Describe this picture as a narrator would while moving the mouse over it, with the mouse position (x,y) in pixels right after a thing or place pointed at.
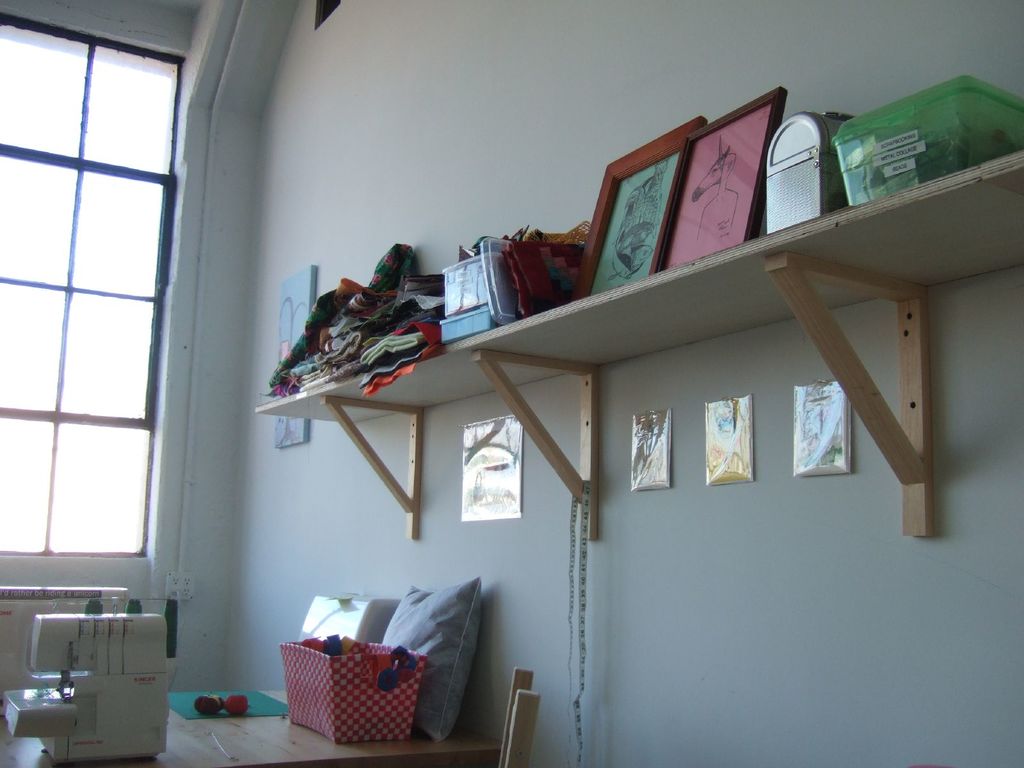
In this picture there is a window (143,302) on the left side of the image (89,388) and there is a rack (650,334) in the center of the image (510,335), on which there are frames (679,223), clothes (537,274), and boxes (869,194), there is a table (404,758) at the bottom side of the image (383,692), on which there is a sewing machine (33,721) and a basket (306,720), there are posters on the wall (297,629).
